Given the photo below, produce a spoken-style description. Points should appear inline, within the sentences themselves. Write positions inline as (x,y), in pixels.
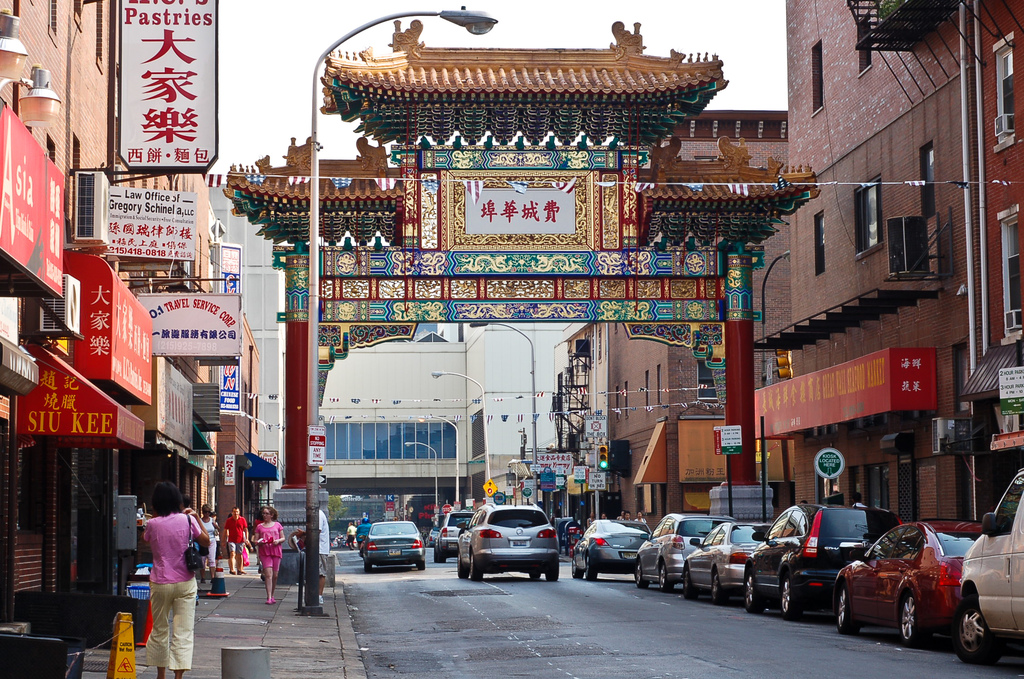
In this picture we can see an arch (763,222) which is colorful. We can also see buildings (937,165), stores (57,525), hoardings (64,250) and boards (135,162). Here we can see cars (451,539) on the road (426,571). We can see people (280,538) walking at the left side of the picture (183,641). We can see lights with poles (532,375). Here we can see a traffic signal (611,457).
